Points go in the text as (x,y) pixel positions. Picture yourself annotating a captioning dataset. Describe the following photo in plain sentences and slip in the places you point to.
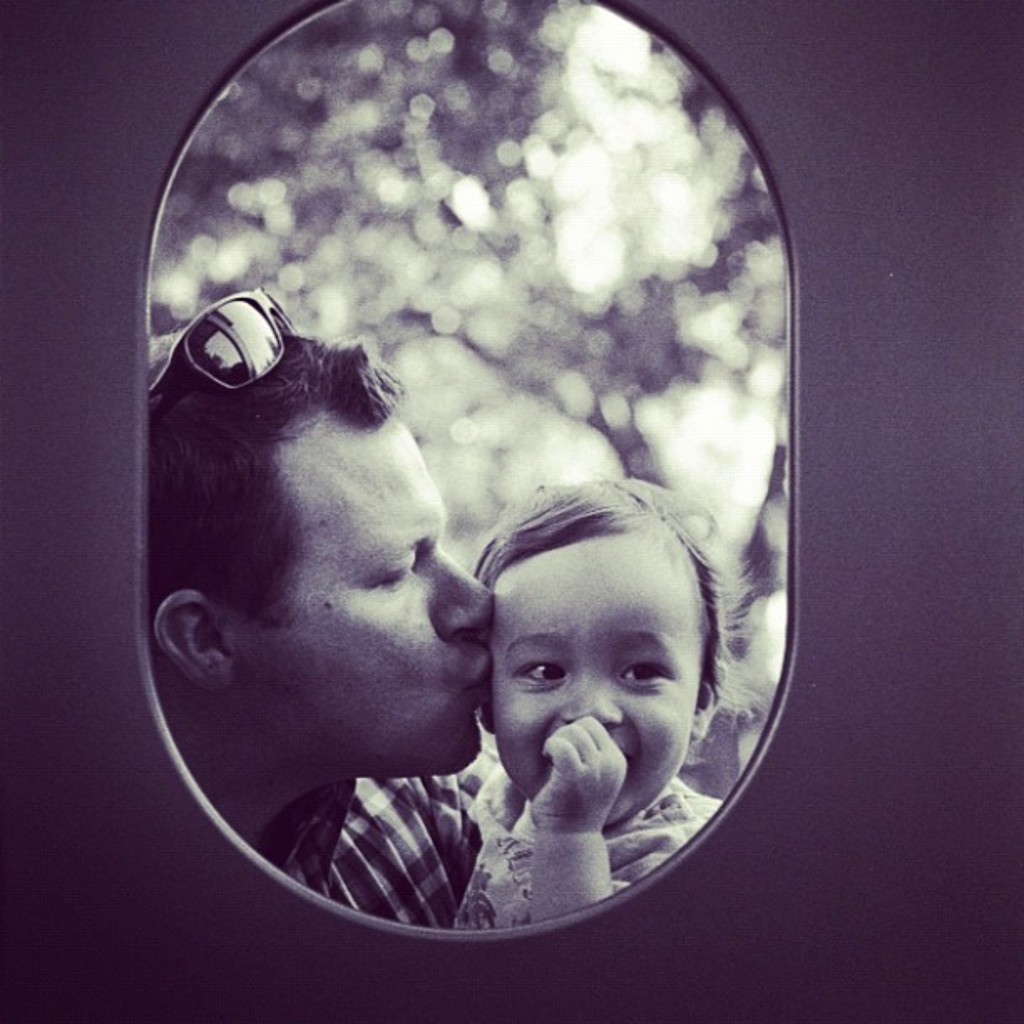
In the image we can see a man (343,657) and a child (518,708) wearing clothes (440,899). These are the goggles (248,302) and this is a window (134,378). The background (561,1) is blurred.
